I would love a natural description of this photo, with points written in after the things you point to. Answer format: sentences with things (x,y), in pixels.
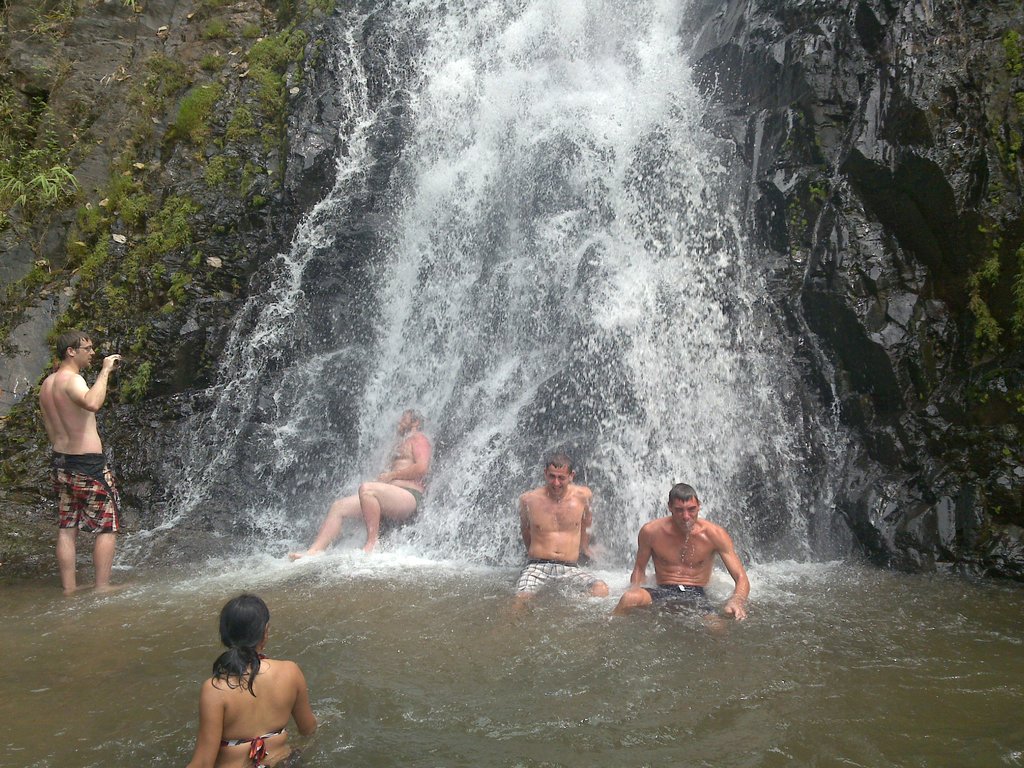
In this image I can see the waterfalls (574,203). At the bottom (86,632) there are few people (243,678) in the water (368,680). On the left side (67,484) a man (71,469) is standing and also I can see some plants (97,260). On the right side (867,200) there is a rock (887,188).
